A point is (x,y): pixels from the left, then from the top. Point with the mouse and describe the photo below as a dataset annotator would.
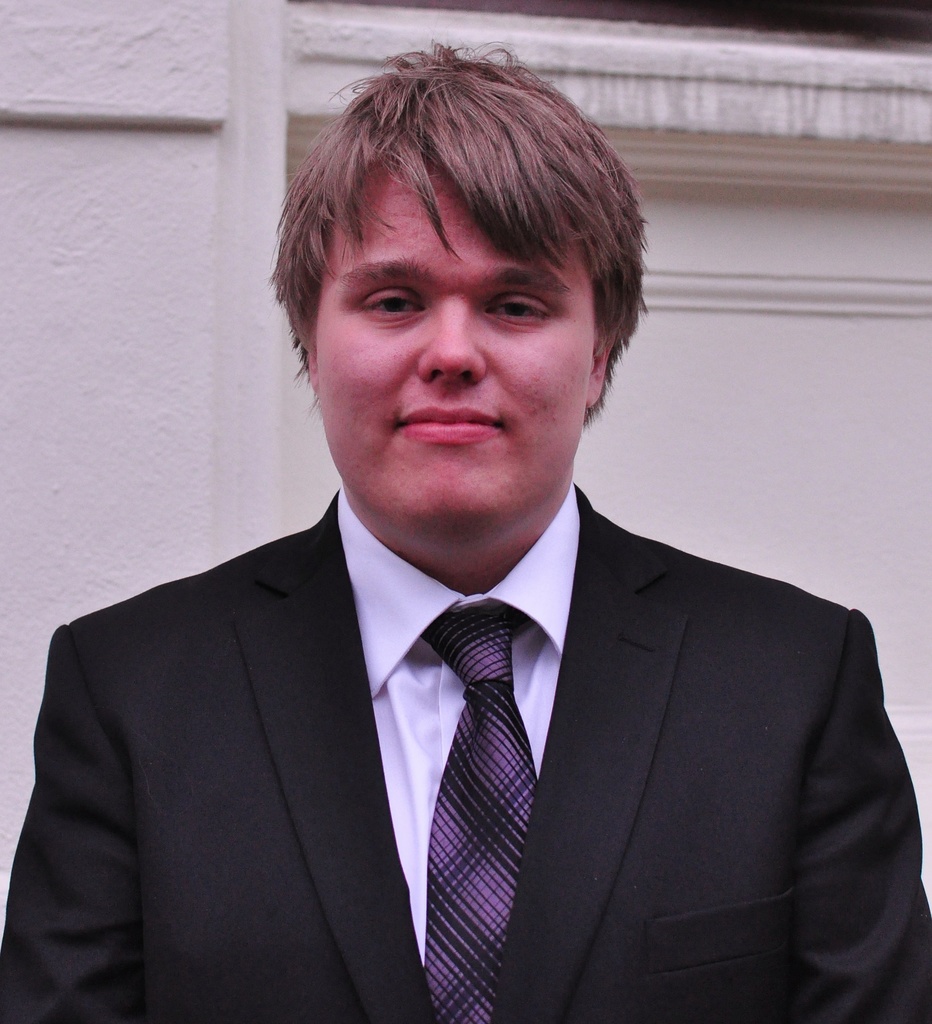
In the center of the image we can see a man (630,856) standing. He is wearing a suit (652,744). In the background (904,423) we can see a wall (129,330).
